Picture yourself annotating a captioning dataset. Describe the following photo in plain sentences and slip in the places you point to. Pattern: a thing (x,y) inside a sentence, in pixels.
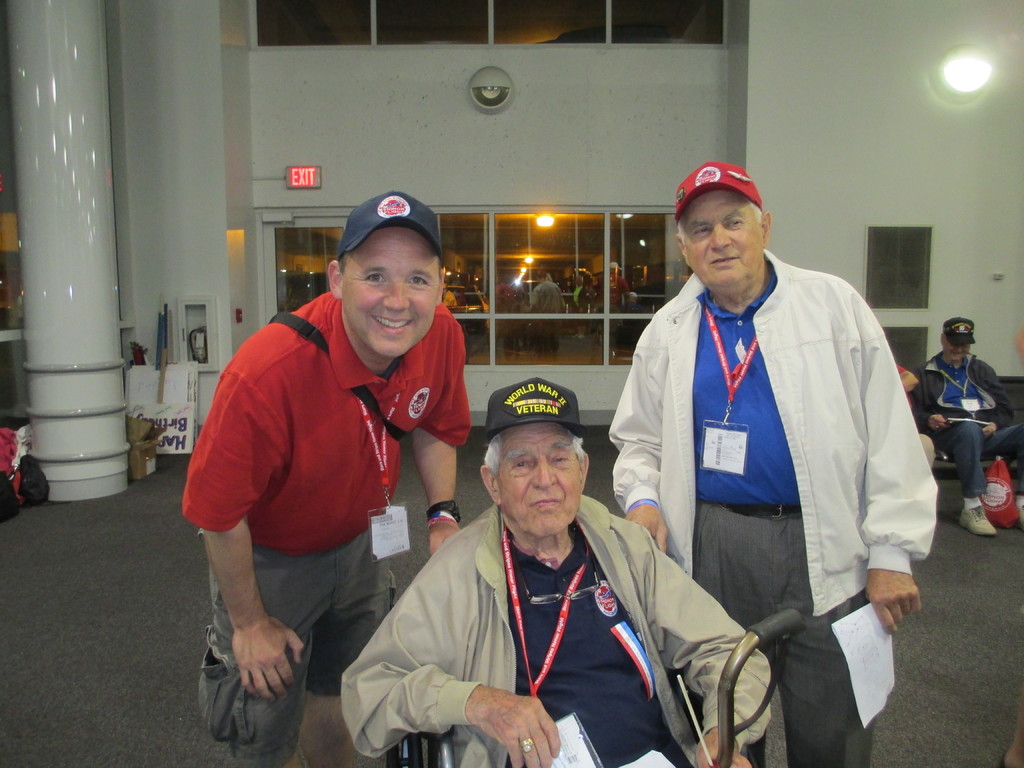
In this picture we can see a person (528,418) wearing a cap (528,418) is sitting. We can see two men (253,522) standing and smiling. There are a few bags (1007,487), boxes (135,458) and other objects (166,425) are visible on the floor (57,522). We can see two people (949,328) sitting on the right side (968,343). There is a pillar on the left side (63,434). We can see the reflections (603,271) of a few people (588,275) and some objects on the glass objects (617,261).
